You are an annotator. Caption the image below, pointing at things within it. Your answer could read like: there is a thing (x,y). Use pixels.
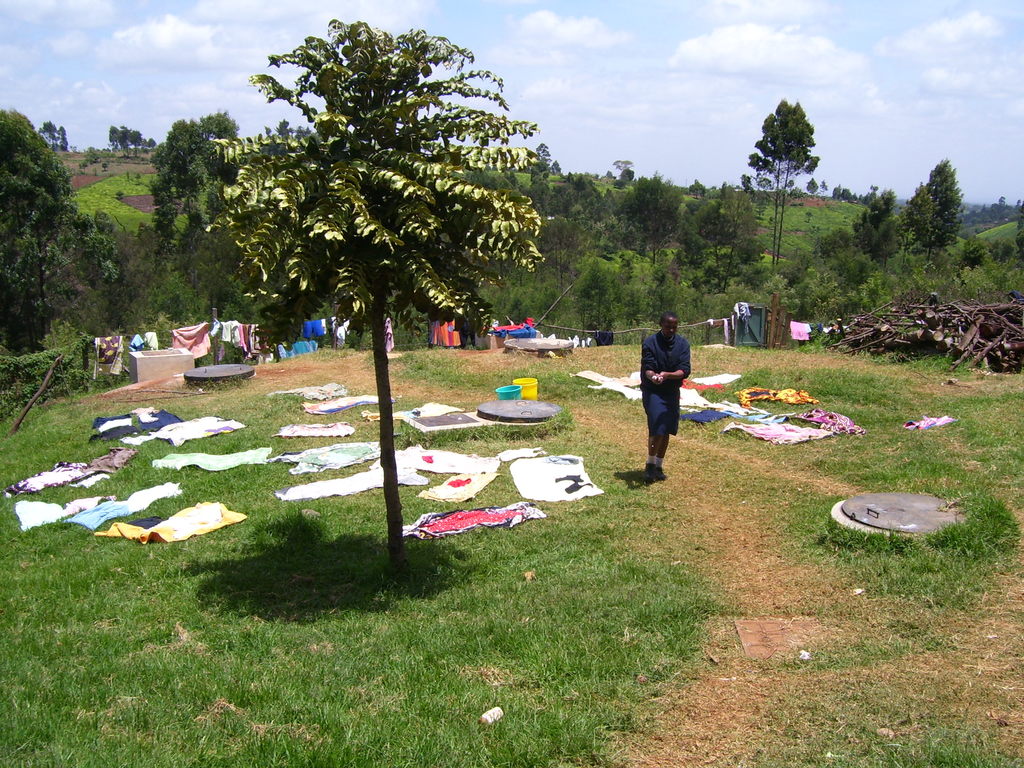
In this image we can see a person (663,373) wearing a dress (663,394) is standing on the ground (643,547), group of clothes (559,469) are placed on the ground (557,552). In the foreground (404,151) we can see a tree (390,525) and in the background (51,272), we can see a group of trees (572,221) and the cloudy sky (658,51).
